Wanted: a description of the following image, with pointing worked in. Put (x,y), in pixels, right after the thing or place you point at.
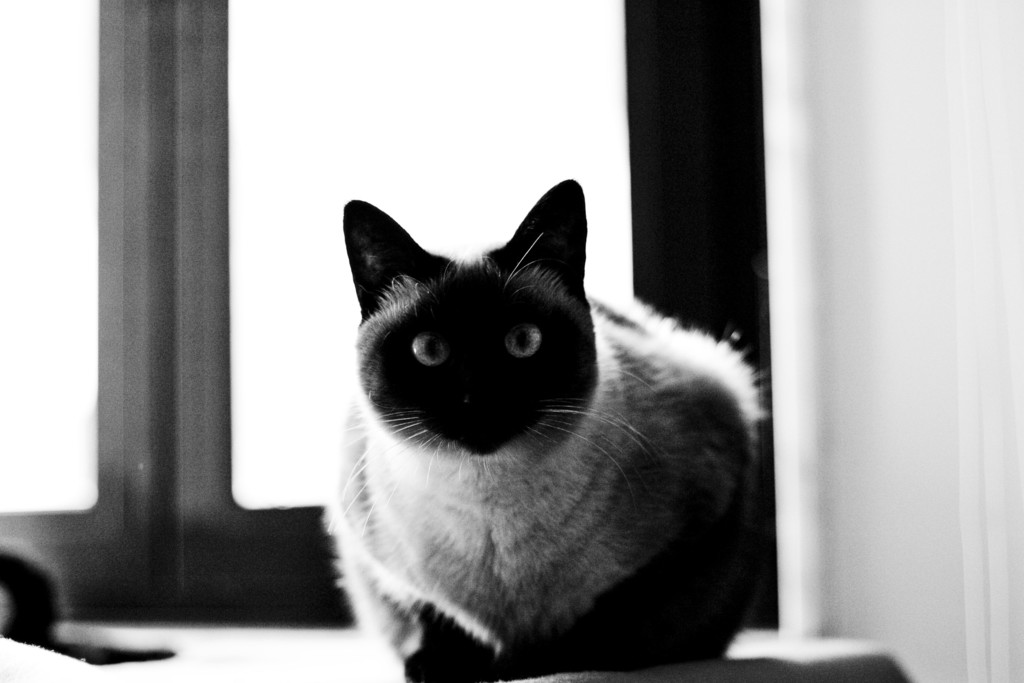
In this image we can see a black and white image of a cat (501,455) sitting on a surface (276,659). In the background (638,106), we can see the window (291,292).
